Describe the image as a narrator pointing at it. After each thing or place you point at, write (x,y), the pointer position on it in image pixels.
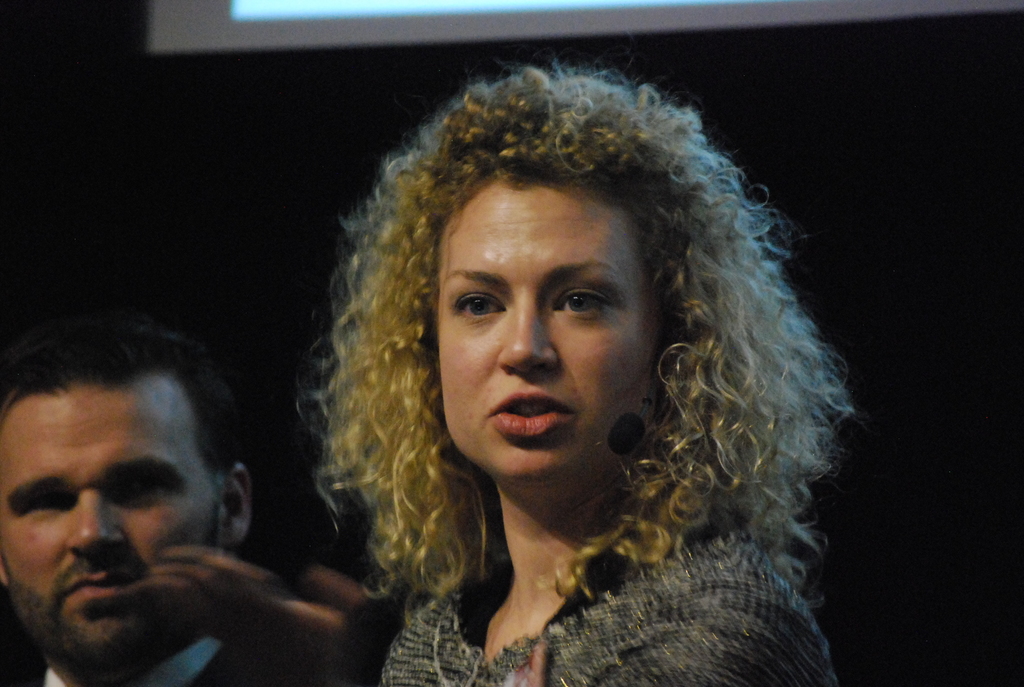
In this picture we can see a woman (356,344) and a man (125,425). Background (264,346) is black in color.
